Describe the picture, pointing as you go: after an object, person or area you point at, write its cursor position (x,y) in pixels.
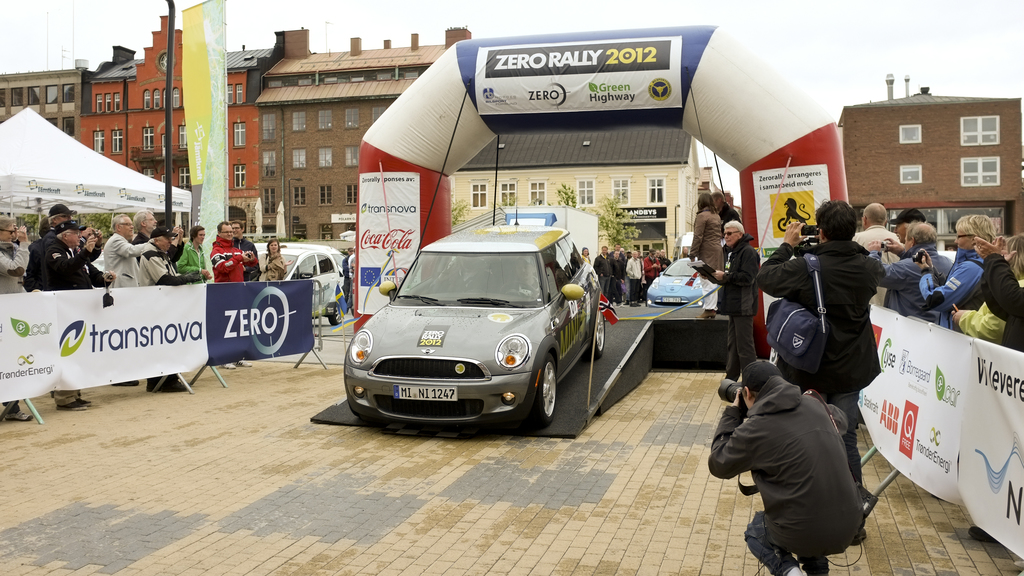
In this image we can see cars (584,327), people (792,384), banners (105,330), hoardings (120,336), tent (28,154), pole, trees (565,200), boards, and buildings (865,109). In the background (815,58) there is sky (992,35).
